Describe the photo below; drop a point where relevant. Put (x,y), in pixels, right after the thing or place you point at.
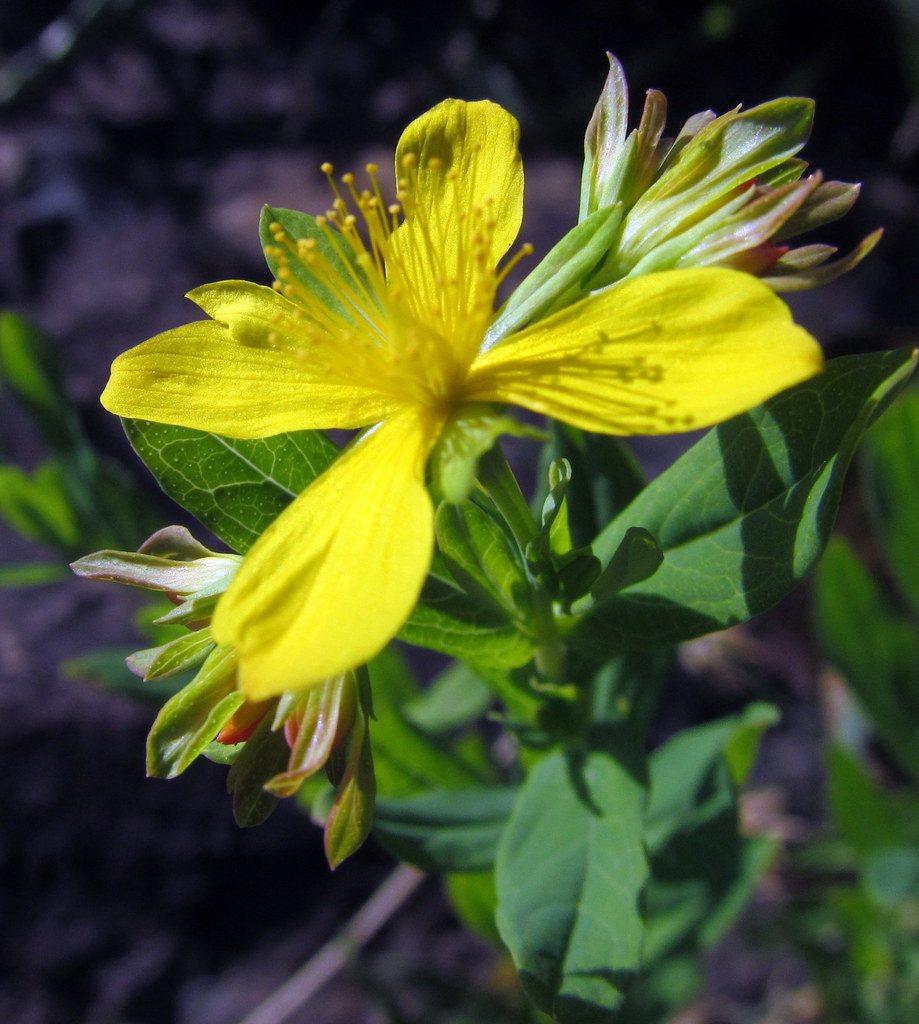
In this image we can see yellow color flower (411,504) with stem (551,628) and leaves (548,762).
